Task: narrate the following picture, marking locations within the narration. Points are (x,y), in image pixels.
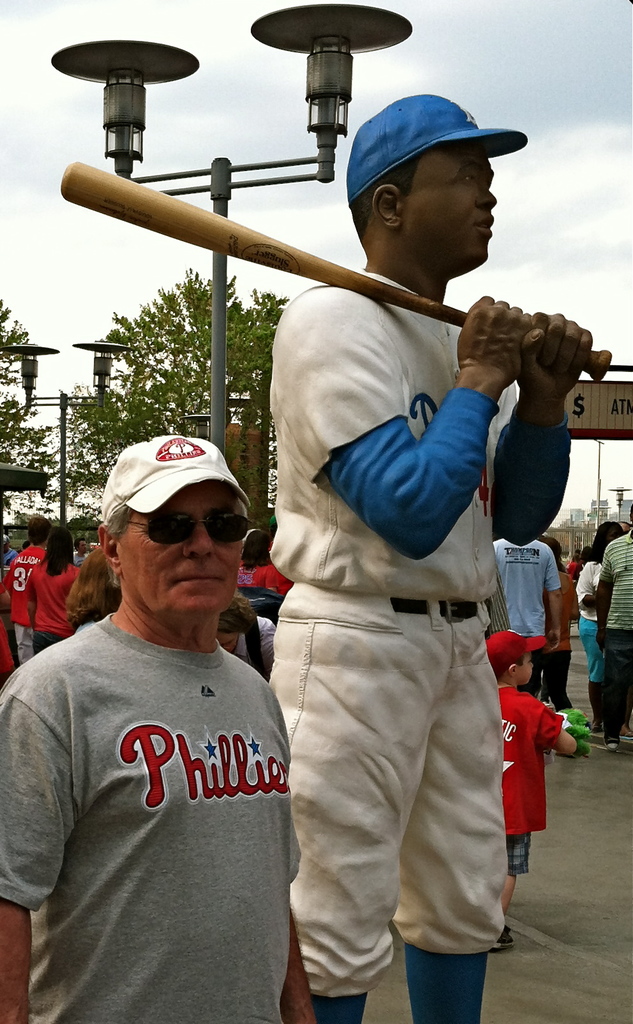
In the center of the image (383,431) there is a depiction of a person (416,650) holding a baseball bat (205,240). Beside him there is a person (114,566) wearing a white color cap (148,510). In the background of the image (257,596) there are people (263,579), trees (157,407), poles (1,496), sky (97,244). At the bottom of the image (535,982) there is road (536,1000).
